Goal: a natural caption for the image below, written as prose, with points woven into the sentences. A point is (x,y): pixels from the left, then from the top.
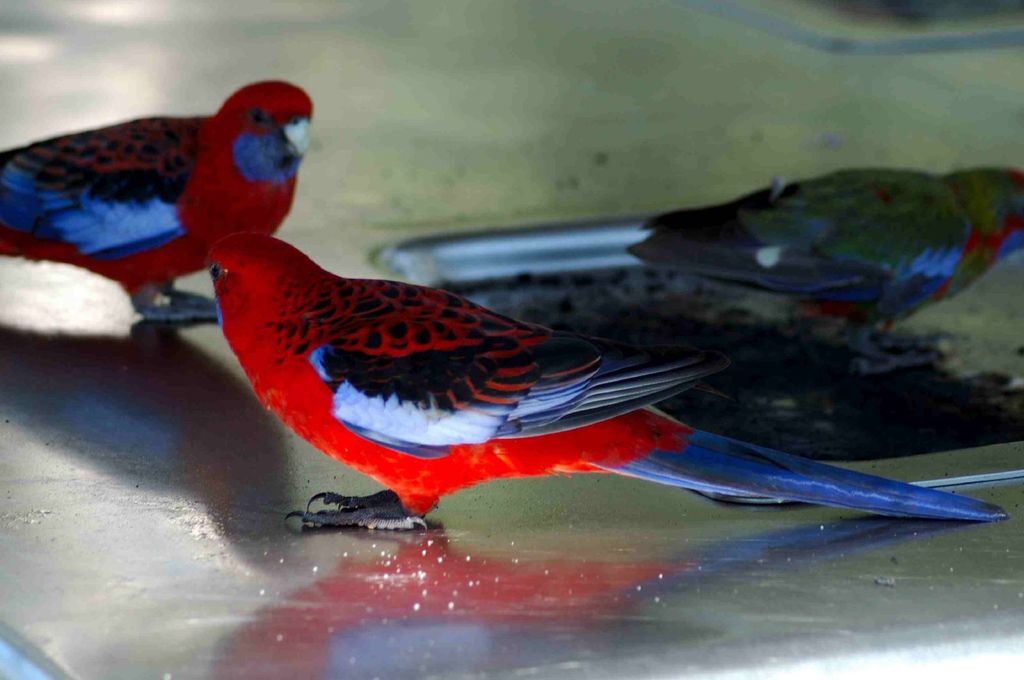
In this image, there are two red color birds (294,302) which has a white beak (298,144) they are on the ground (178,478).
